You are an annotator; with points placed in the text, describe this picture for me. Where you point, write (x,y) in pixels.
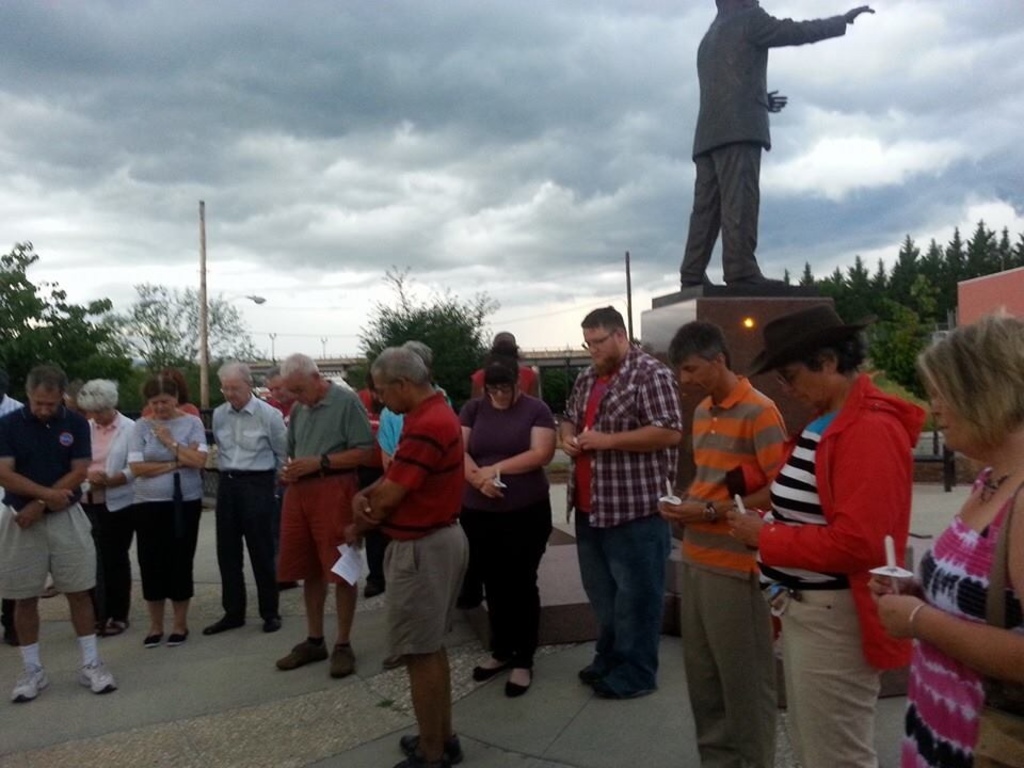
In the foreground of this image (472,578), there are people (932,601) standing and holding objects (350,567). In the background (405,332), there are trees (168,300), poles (203,332), statue (755,288), a bridge (557,356) and the sky (474,54). On the right (988,285), there is an object (1003,302).
